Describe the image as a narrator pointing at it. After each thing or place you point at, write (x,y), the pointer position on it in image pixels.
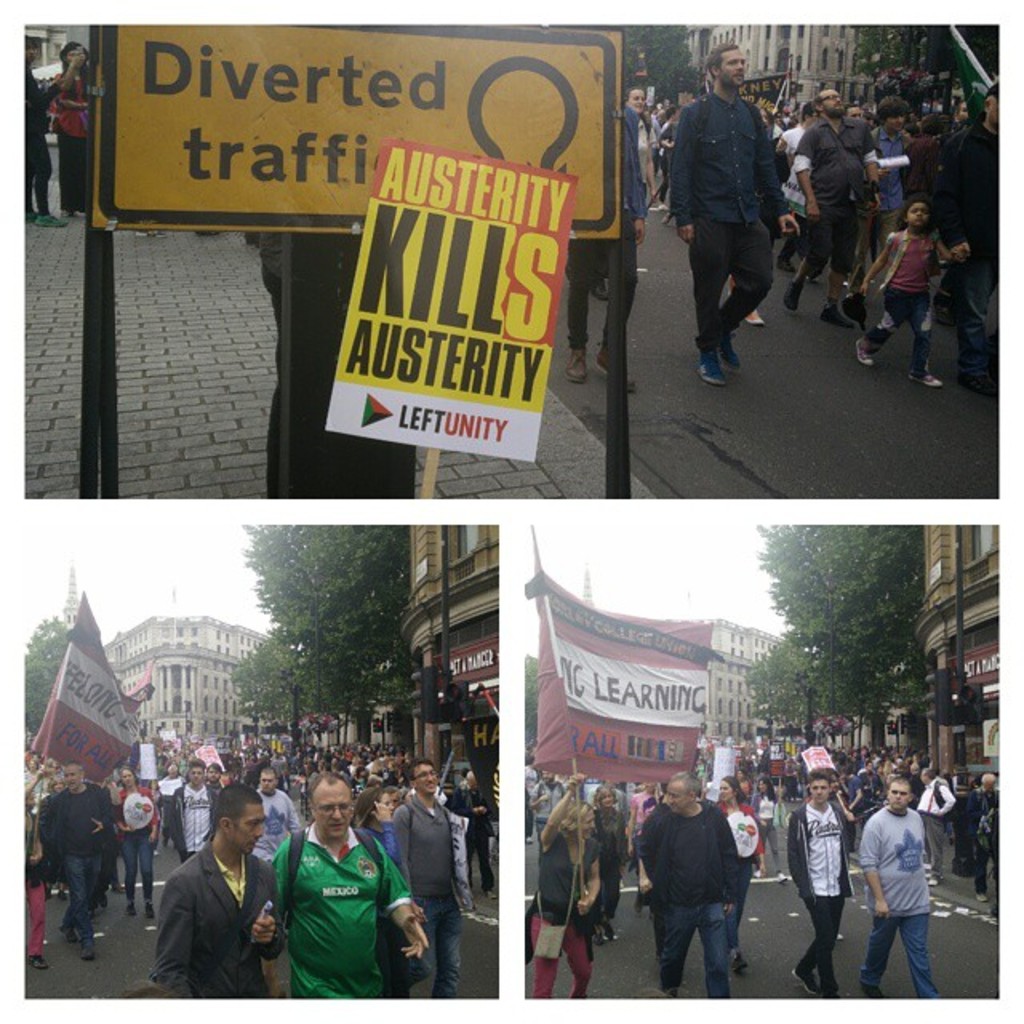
In this image, on the right side (758,836), we can see group of people (801,841), hoardings (575,705), trees (768,699), buildings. On the left side (308,871), we can also see a group of people (225,820), hoardings (211,763), buildings (488,587), traffic signal (386,718), trees (381,704). At the top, we can see a sky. At the top (919,284), we can see a group of people (910,284) moving on the road (702,496), footpath (470,475), hoardings (532,110), trees (914,38).
